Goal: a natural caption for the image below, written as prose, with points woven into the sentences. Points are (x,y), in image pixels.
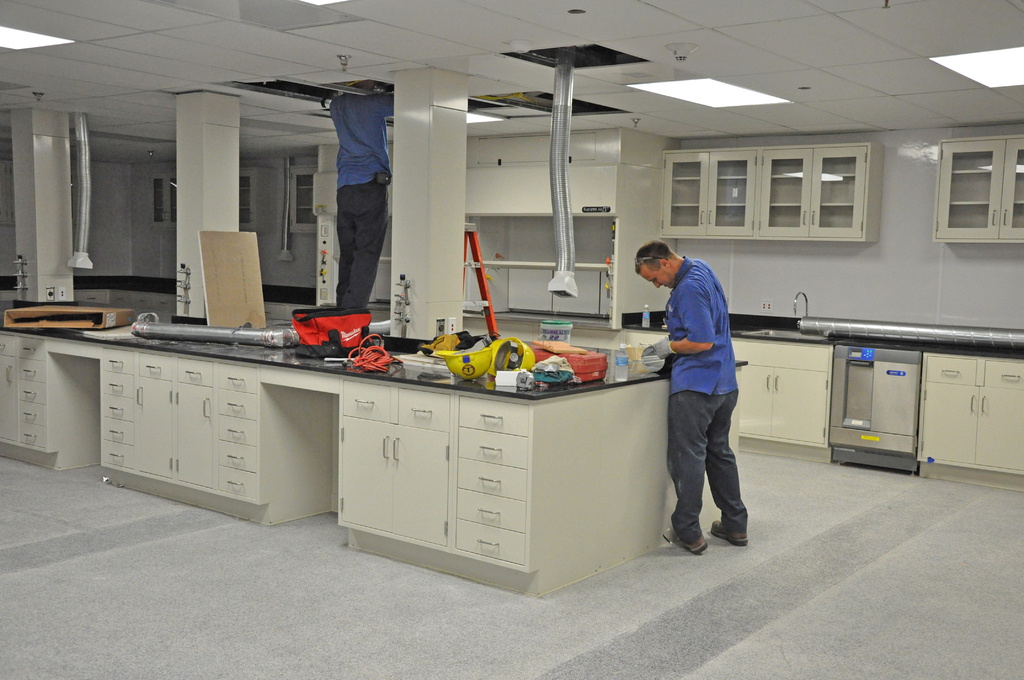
This image is taken inside a room (425,330). A person (744,522) is standing beside a cabinet (505,395) having helmets (499,355), bags (335,338), wooden planks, box (68,314), bottle (619,367) and few objects (500,372) on it. A person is standing on the cabinet (476,396). Behind the pillar (456,320) there is a ladder (485,289) kept on the floor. Right side (915,334) there is a pipe (897,331) kept on the kitchen cabinet (1018,372). Few cupboards (667,224) are attached to the wall (948,260).
